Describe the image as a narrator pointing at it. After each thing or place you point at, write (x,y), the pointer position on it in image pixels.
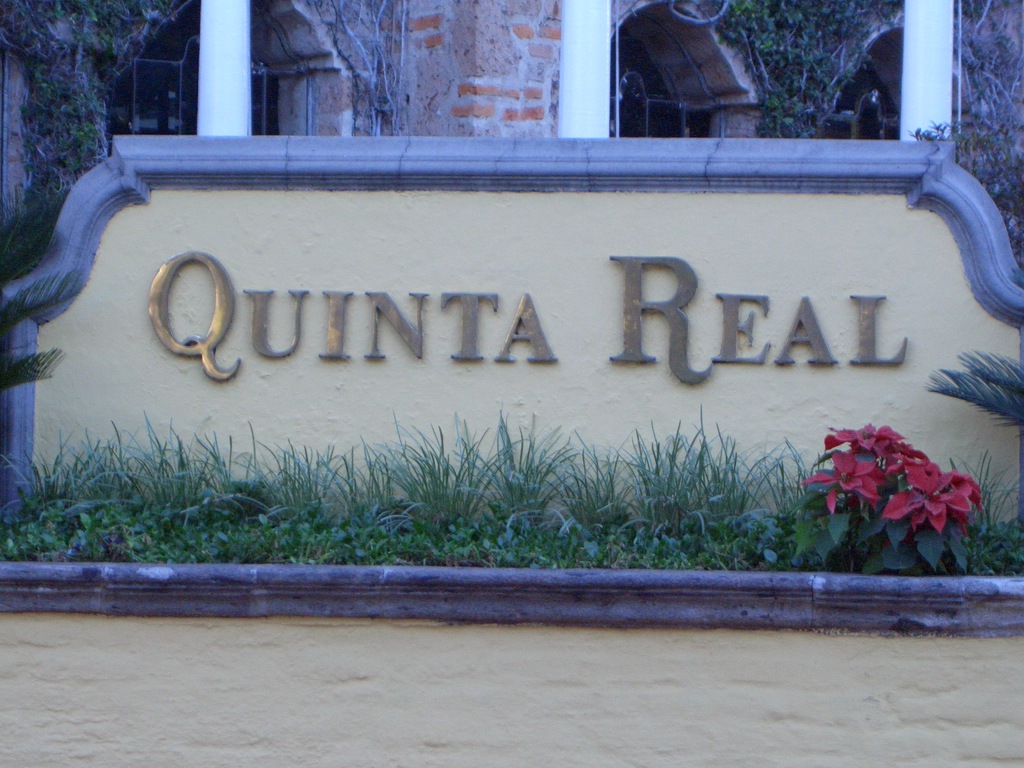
In this image I can see the wall (328,410) and the name quinta real (213,368) is written on the wall (350,413). In-front of the wall (306,396) I can see the grass (441,499) and the plant (883,545). There are the red color flowers (939,482) to the plant (869,507). In the background (451,124) I can see the pillars (239,114) and the building (456,57).
